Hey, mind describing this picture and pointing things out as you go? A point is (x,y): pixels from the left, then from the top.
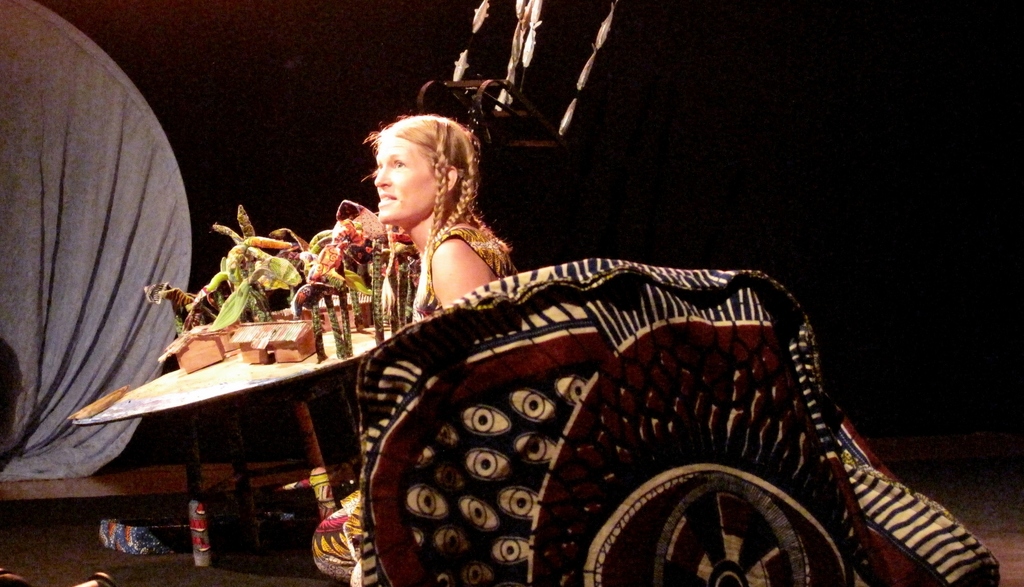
In the foreground of the picture (628,341) there is a cloth (475,311). In the center of the picture (461,276) there is a woman (446,241) in front of her there is a table (172,399), on the table (325,336) there is a model (236,339) of an area (323,325) which consists of trees (346,298), huts (211,329) and other objects (317,269). On the left (93,236) there is a curtain like cloth (71,189). At the top (516,73) there is an object (505,95). The background (271,77) is dark.
